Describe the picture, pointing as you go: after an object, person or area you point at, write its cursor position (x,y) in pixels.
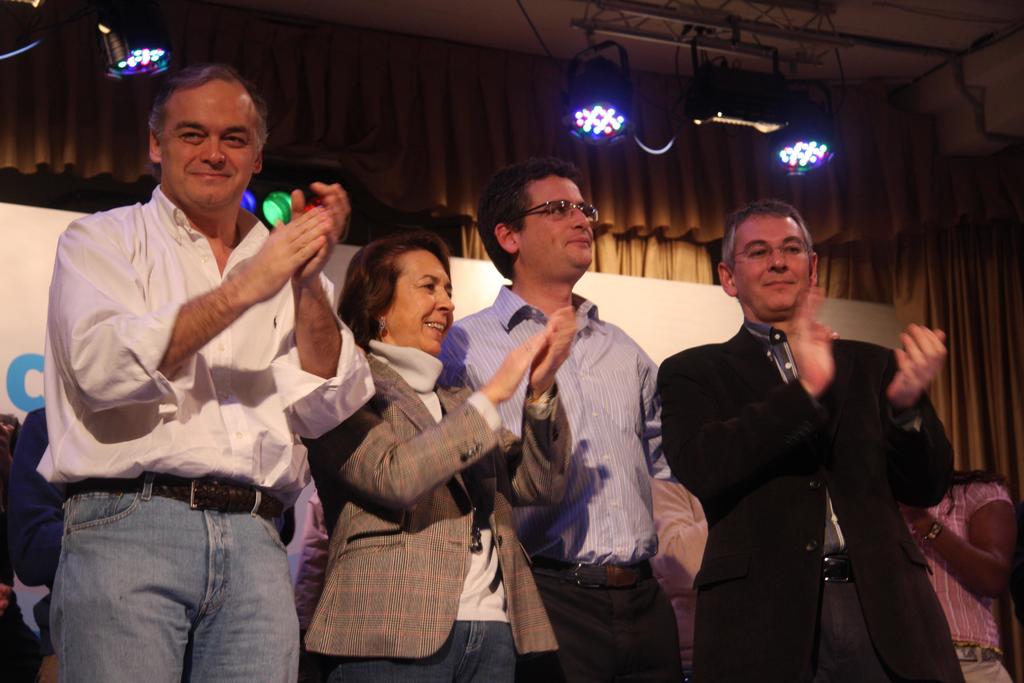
In this image we can see three men (631,494) and one woman (433,492) is standing and smiling. One man (792,386) is wearing coat (864,518) which is in black color, the other one (609,507) is wearing blue shirt (617,461) and the third one (118,367) is wearing white shirt (185,451) with jeans (168,597). The woman (493,545) is wearing white top (481,594) and coat (419,618). Behind them banner (56,227) and curtains (464,119) are there.
